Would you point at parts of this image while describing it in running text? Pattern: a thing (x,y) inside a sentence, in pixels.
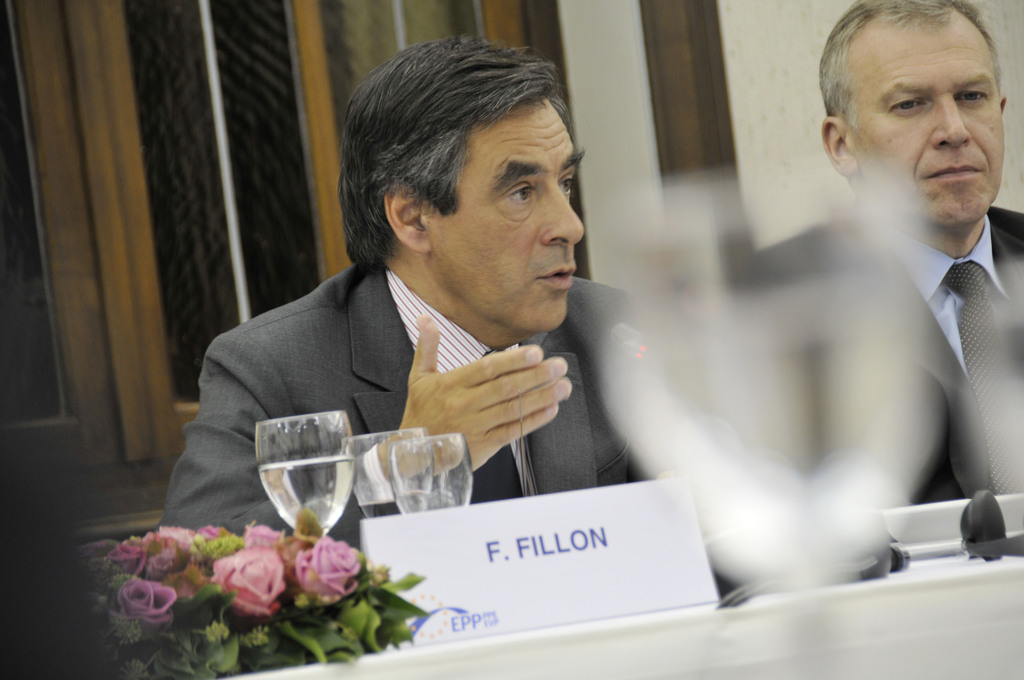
There are two people (523,297) sitting. This is a table (709,632) covered with a cloth (890,618). I think this is a flower bouquet (313,567), wine glass (335,493), name board (578,567) and few other things (947,555) on the table (943,566). At the background (154,83) I think this is the wooden door (122,181) with a black grill (228,144).
